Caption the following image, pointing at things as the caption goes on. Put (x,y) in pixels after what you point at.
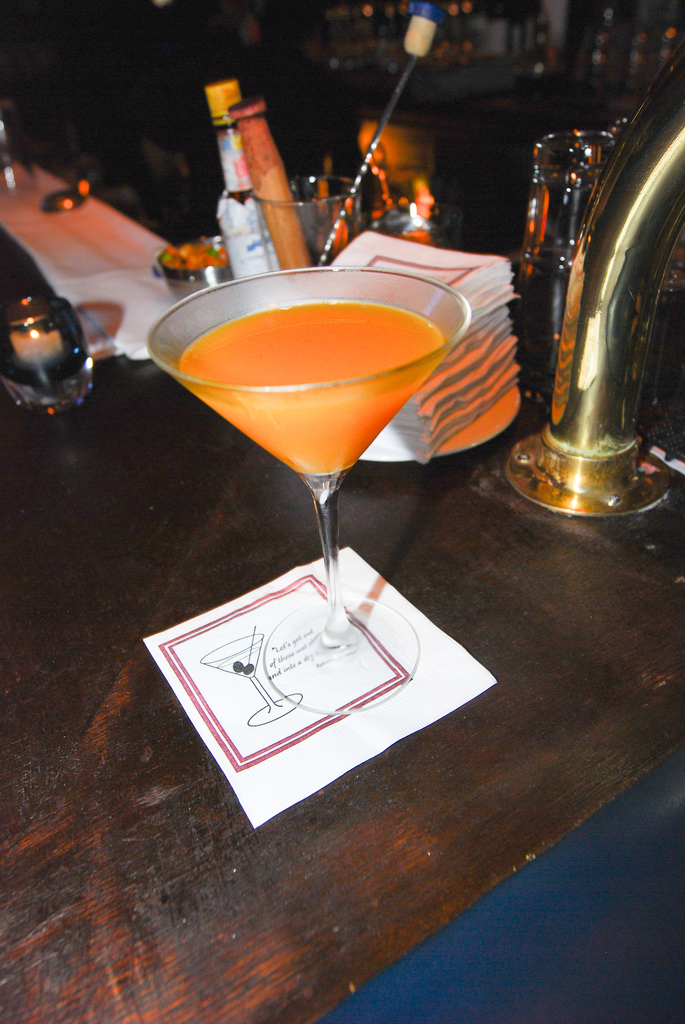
In the image we can see the wooden surface (451,761) on it there are many other things (331,287), like bottles (232,188), glasses (326,479) and liquid (336,348) in the glass (400,657), paper (438,693), plate (462,437), tissue papers (441,372) and the background (29,60) is slightly dark.
